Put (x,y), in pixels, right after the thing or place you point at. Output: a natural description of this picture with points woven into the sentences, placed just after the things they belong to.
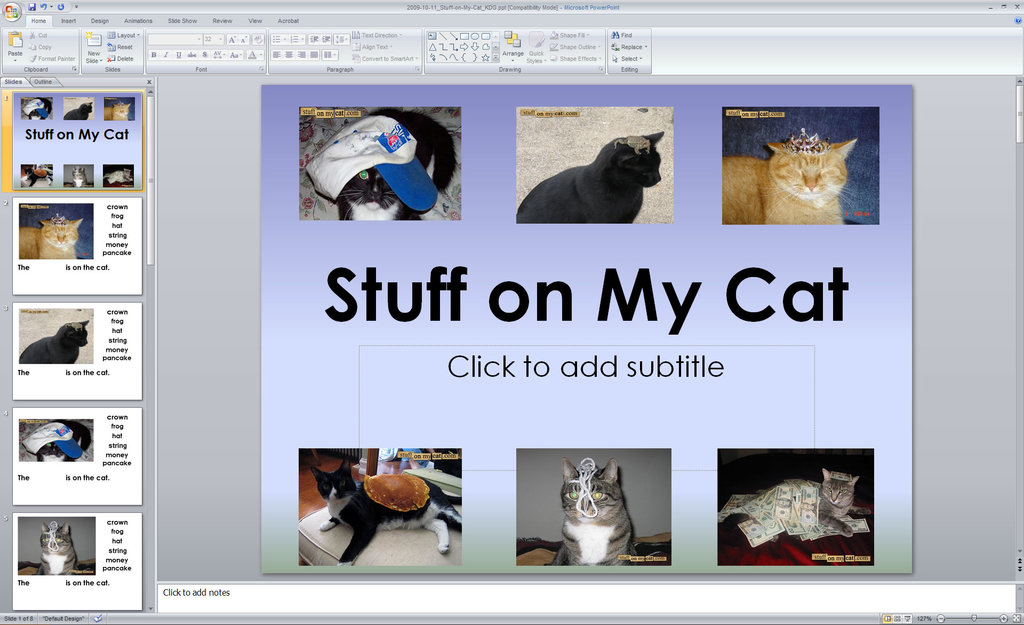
In the image I can see a snapshot of a screen (529,375) in which there are some pictures (590,525) of cats (597,484) and also I can see some text (6,516) on it.
